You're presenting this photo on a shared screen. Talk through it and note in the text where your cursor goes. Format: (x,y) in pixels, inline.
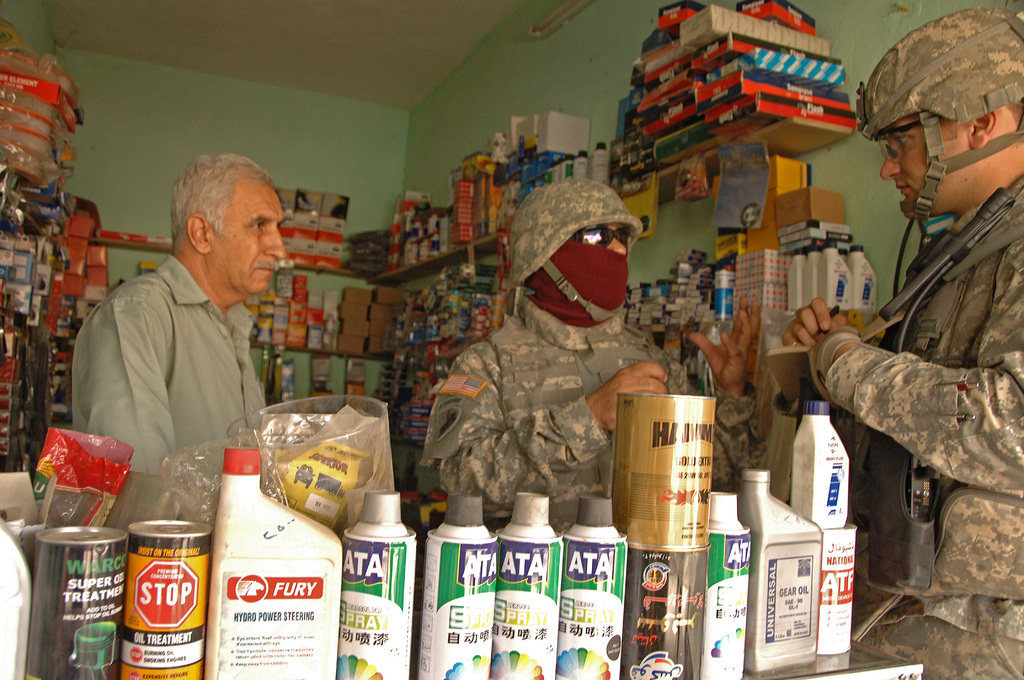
At the bottom of the image (241,487) there are some bottles (254,480) and tins (673,473). In the middle of the image (519,415) three persons (887,397) are standing and watching. Behind them there are some products (24,137). At the top of the image (869,2) there is wall (180,107).
